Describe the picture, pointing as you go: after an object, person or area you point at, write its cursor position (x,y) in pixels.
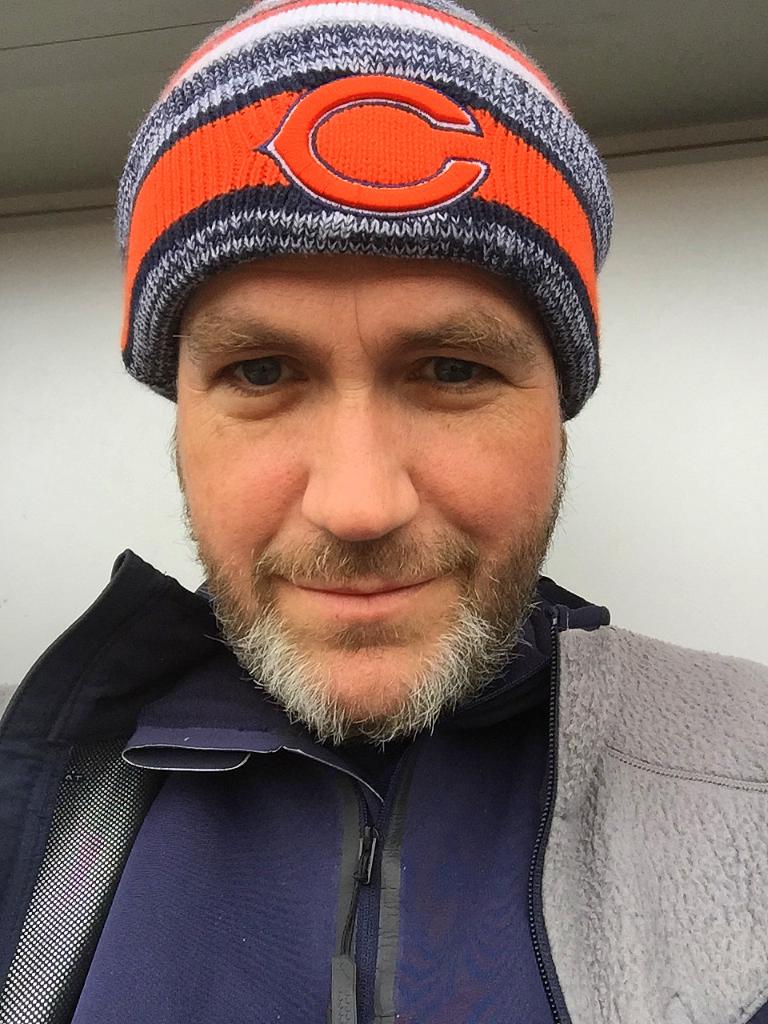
In this picture I can see a man (381,511), he is wearing a cap (309,148) on his head (380,418) and a wall (609,347) in the background (117,344).
